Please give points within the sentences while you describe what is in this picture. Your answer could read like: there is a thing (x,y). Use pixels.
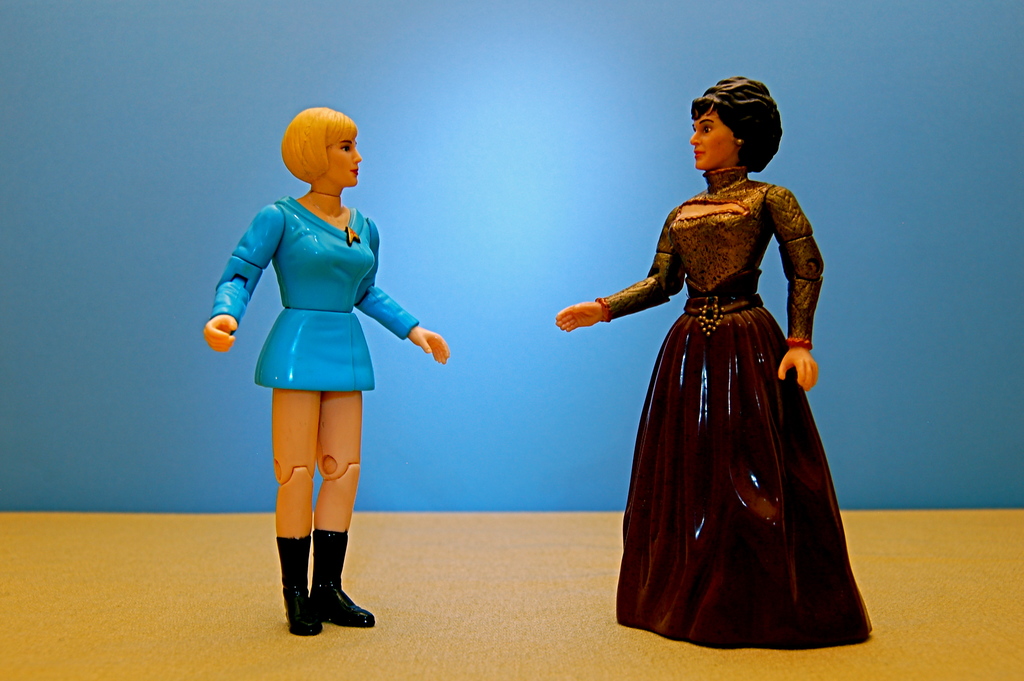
In the picture we can see two toys (779,376) on a platform (468,587). There is a blue color background (999,454).
